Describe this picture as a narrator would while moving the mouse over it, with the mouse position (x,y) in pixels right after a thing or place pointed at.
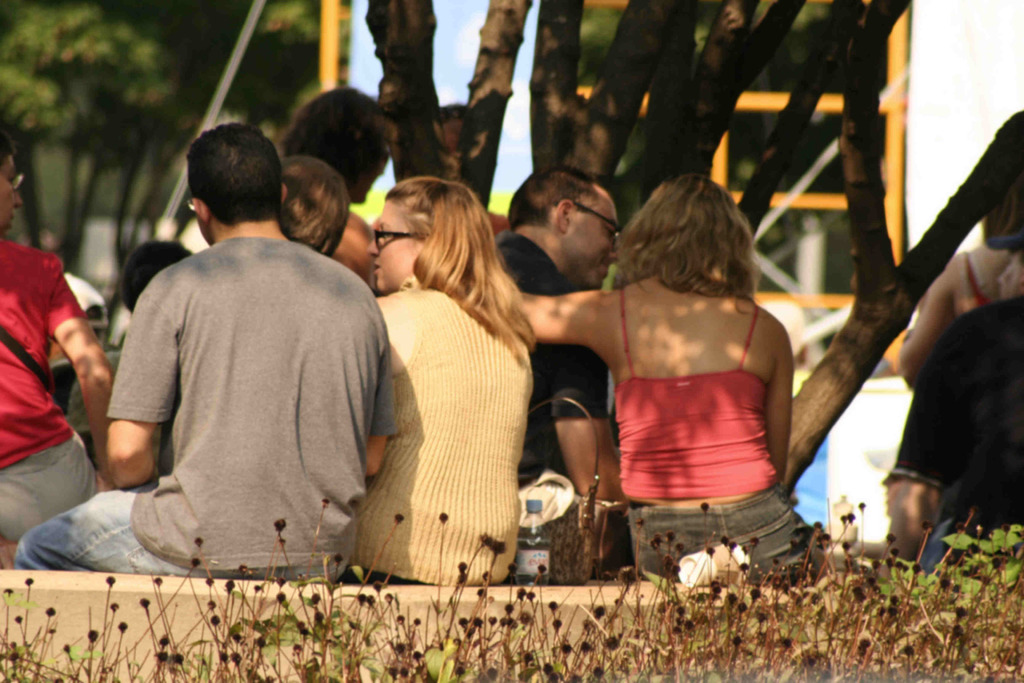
In this picture there is a woman (758,450) who is wearing red top (758,415) and jeans (745,524). She is sitting on the wall (542,593). Beside her there is a man (582,242) who is wearing spectacle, black t-shirt (529,469) and jeans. On the right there is a couple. At the bottom (391,621) I can see the plants (471,655). In the background (944,148) I can see the banners (934,168) on the poles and trees (318,90).
